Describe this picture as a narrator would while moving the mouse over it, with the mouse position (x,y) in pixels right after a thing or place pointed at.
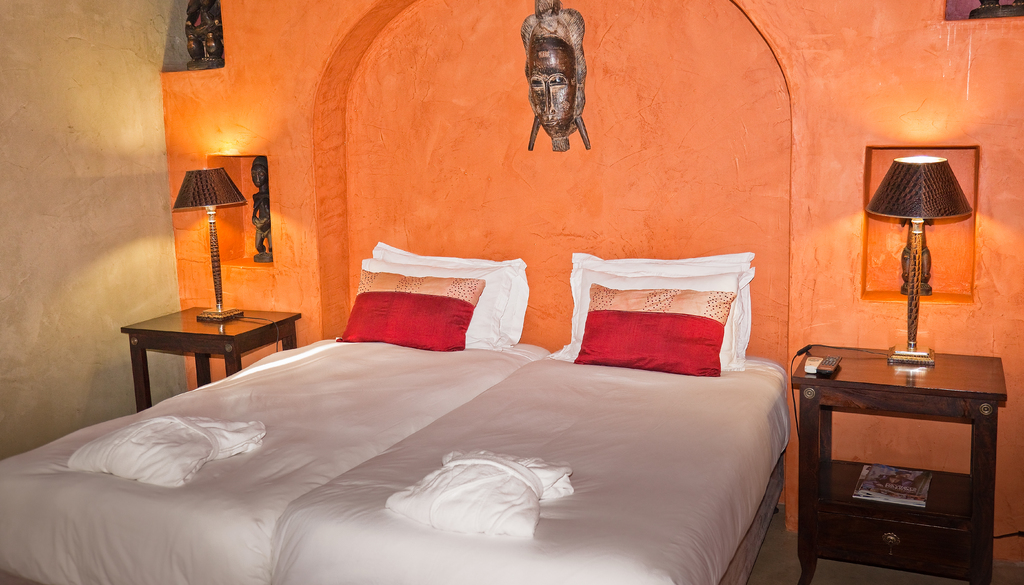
This is a bed room (240,238), there are 2 lamps (214,268) on the table (866,462) and pillows (672,330) on the bed (555,388). There is a statue (555,82) on the wall (608,53).
